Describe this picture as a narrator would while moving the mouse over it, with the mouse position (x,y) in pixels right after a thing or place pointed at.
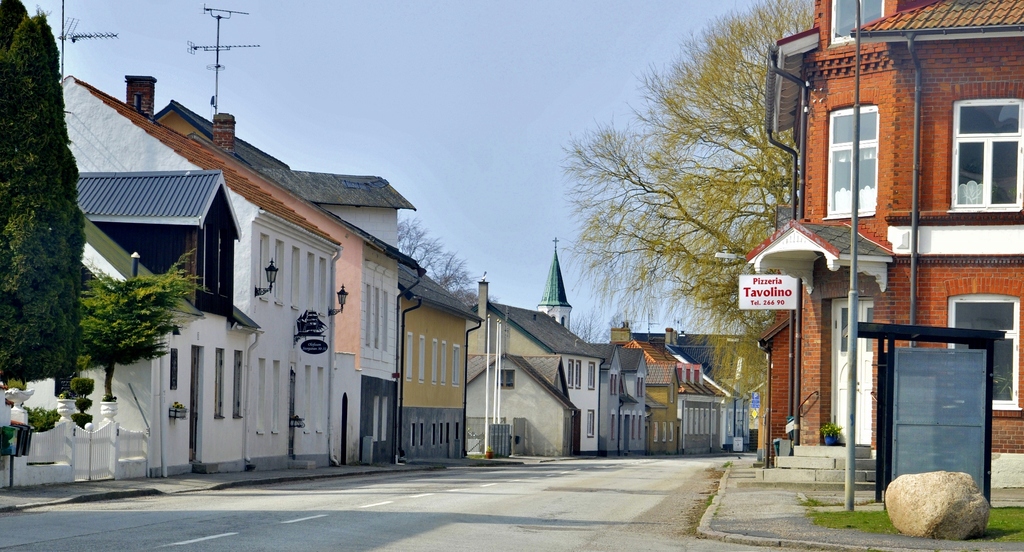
On the right (928,215) there are buildings (837,220), trees (762,331), footpath (864,501), grass (840,521) and stone (961,482). In the center of the picture (572,338) there are buildings (597,376) and poles (496,397). On the left (120,320) there are trees (439,260) and buildings (190,191). Sky (306,73) is sunny.
